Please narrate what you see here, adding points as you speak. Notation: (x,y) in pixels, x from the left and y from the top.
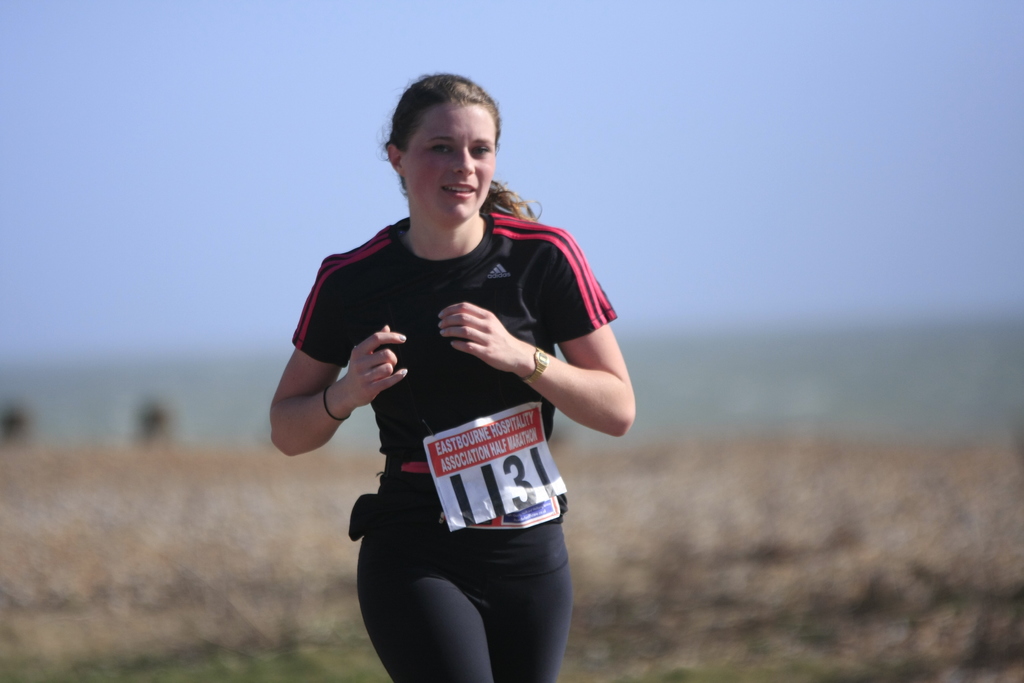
In the image we can see a woman (475,453) wearing clothes (517,381), wristwatch (546,364), she is smiling and she is running. We can even see the background (810,471) is blurred.
